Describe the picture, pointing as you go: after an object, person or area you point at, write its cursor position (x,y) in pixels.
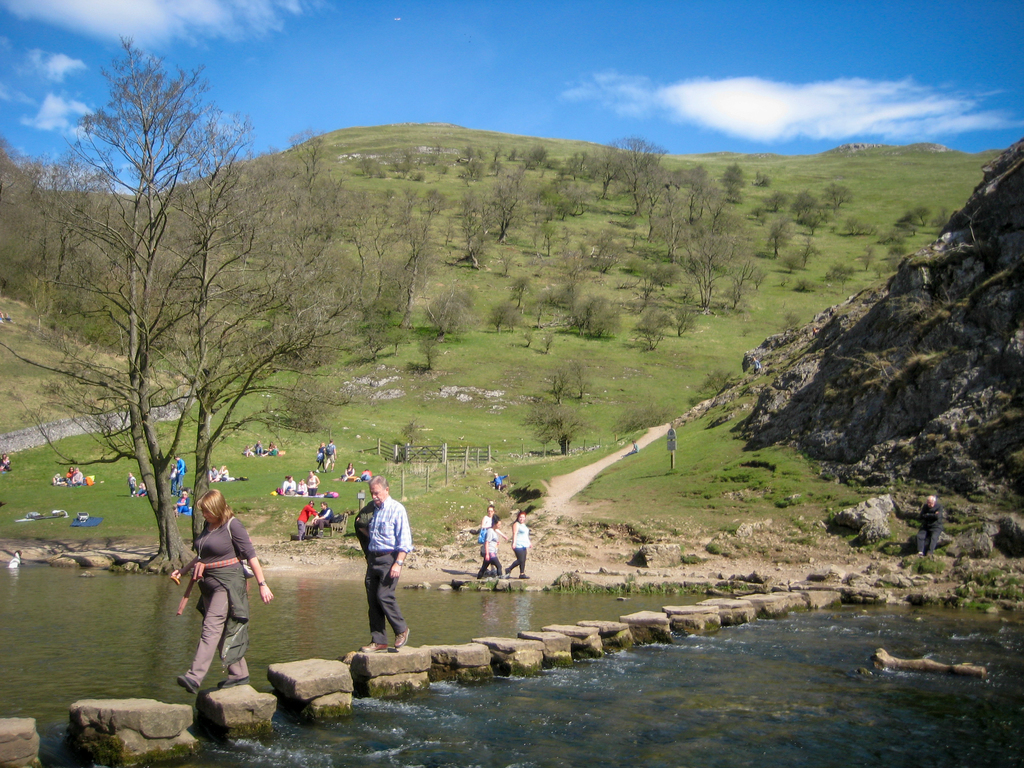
In this image in the center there are two persons (208,636), who are walking on rocks (433,647) and at the bottom (139,676) there is lake (318,622). In the background (556,466) there are group of people (66,481) sitting and some of them are walking, and there is a fence (441,468) grass (237,457) and some trees (147,486). On the right side (924,302) there is a mountain (930,279) and in the background (689,219) there are mountains (859,146), at the top (847,72) there is sky (652,72).
